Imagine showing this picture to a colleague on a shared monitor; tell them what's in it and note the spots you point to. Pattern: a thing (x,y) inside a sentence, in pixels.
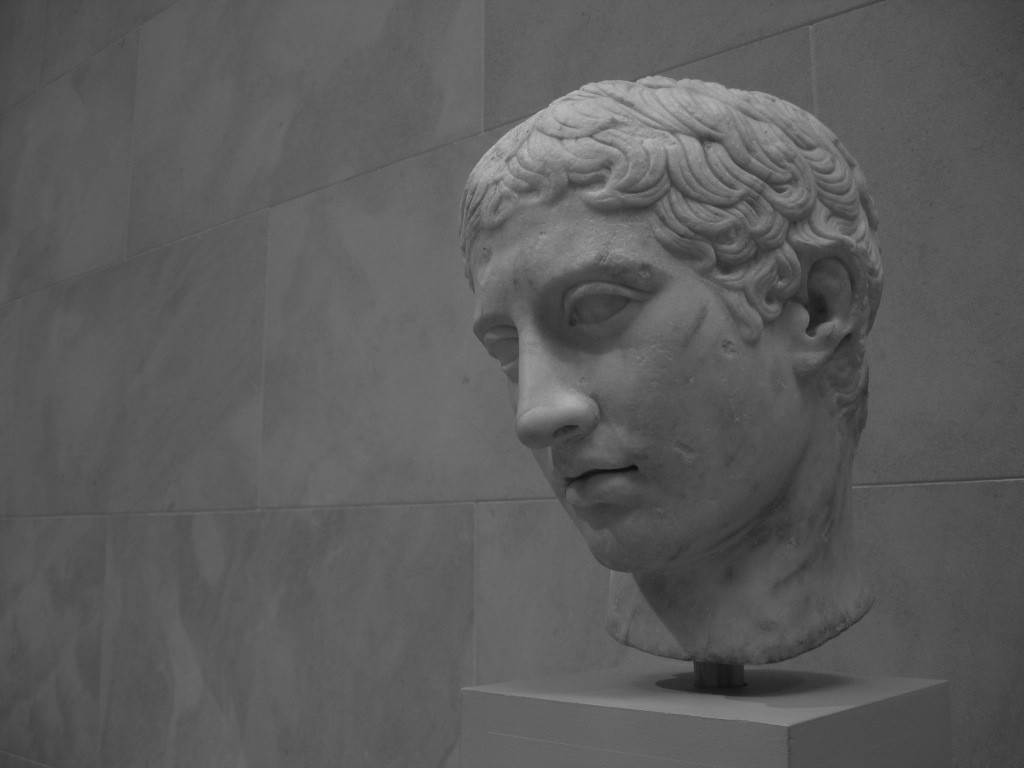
This picture is clicked inside. On the right (792,416) we can see the sculpture (691,346) of a head (732,368) of a person (718,200). In the background (273,345) there is a wall (256,211).
